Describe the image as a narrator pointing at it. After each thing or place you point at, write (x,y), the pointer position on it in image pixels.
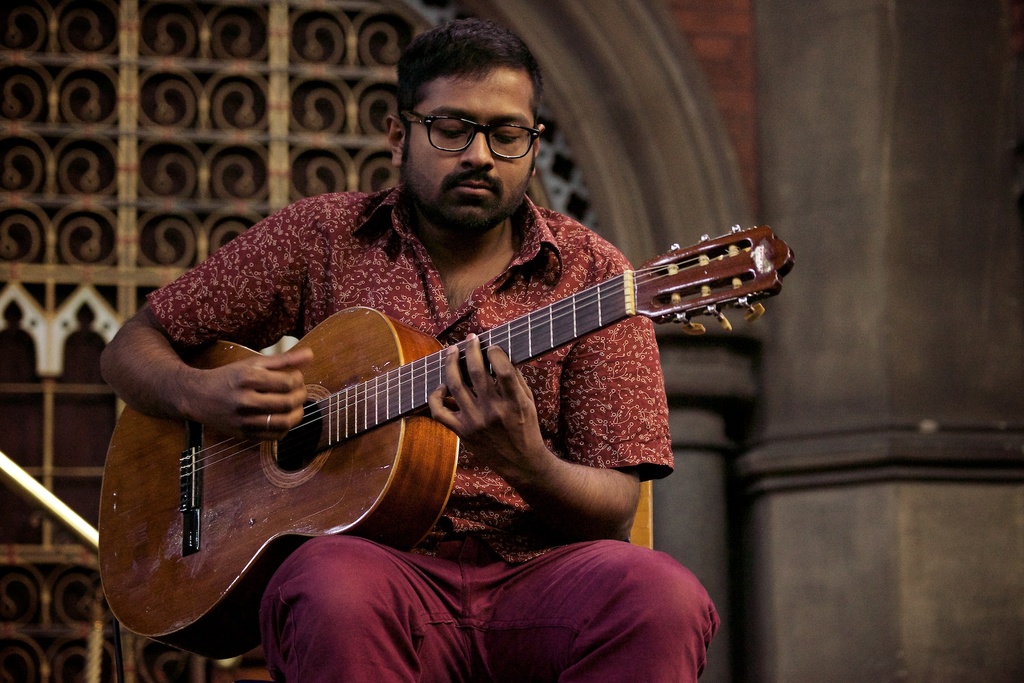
This image consists of a man (542,428) who is wearing brown color dress (517,504). He is holding a guitar (243,568) in his hands (517,376). He is playing it.
